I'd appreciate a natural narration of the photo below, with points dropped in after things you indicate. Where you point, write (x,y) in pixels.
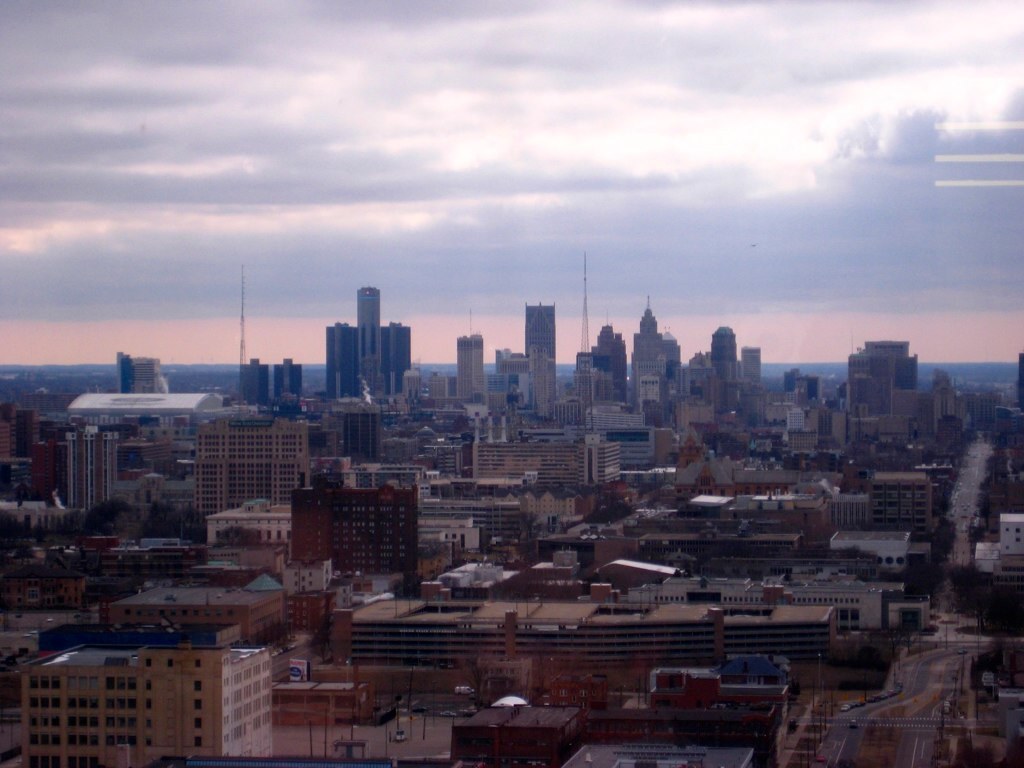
In this image we can see buildings (340,457), trees (183,532), roads (885,723), current poles (820,714), vehicles (890,692). In the background (963,320) there is a sky (473,186) and clouds (232,100).
